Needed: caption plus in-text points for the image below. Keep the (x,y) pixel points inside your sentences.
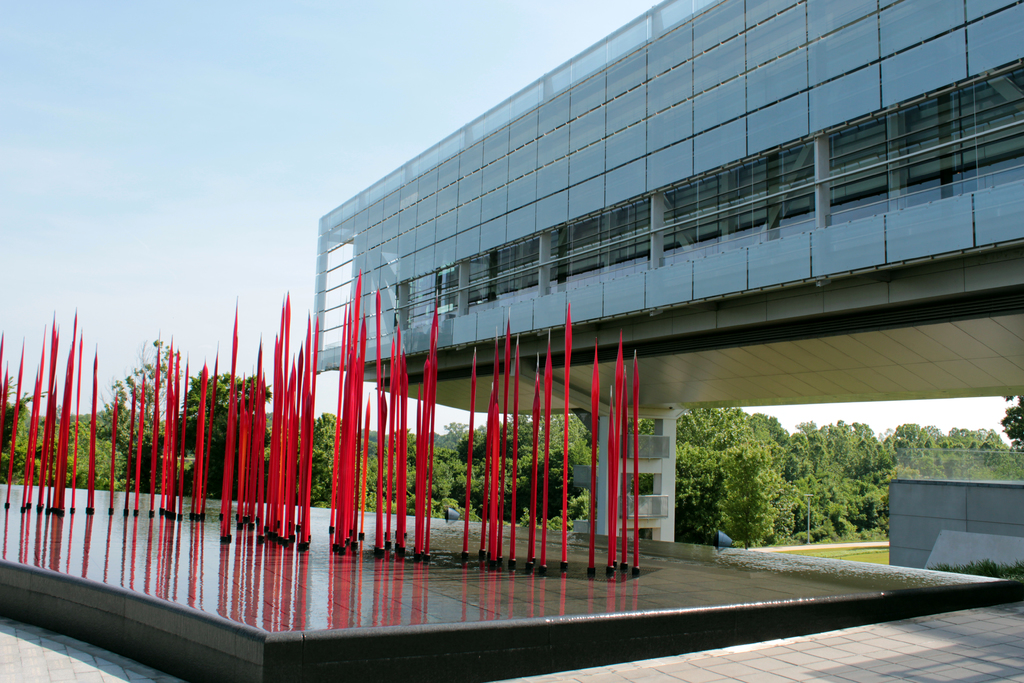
In this image we can see a building (669,266), red color poles (34,420), floor (1002,677) and other objects (14,507). In the background of the image (283,83) there are trees (986,442), sky (301,340) and other objects (1010,538). At the bottom of the image (790,645) there is the floor (725,665).
